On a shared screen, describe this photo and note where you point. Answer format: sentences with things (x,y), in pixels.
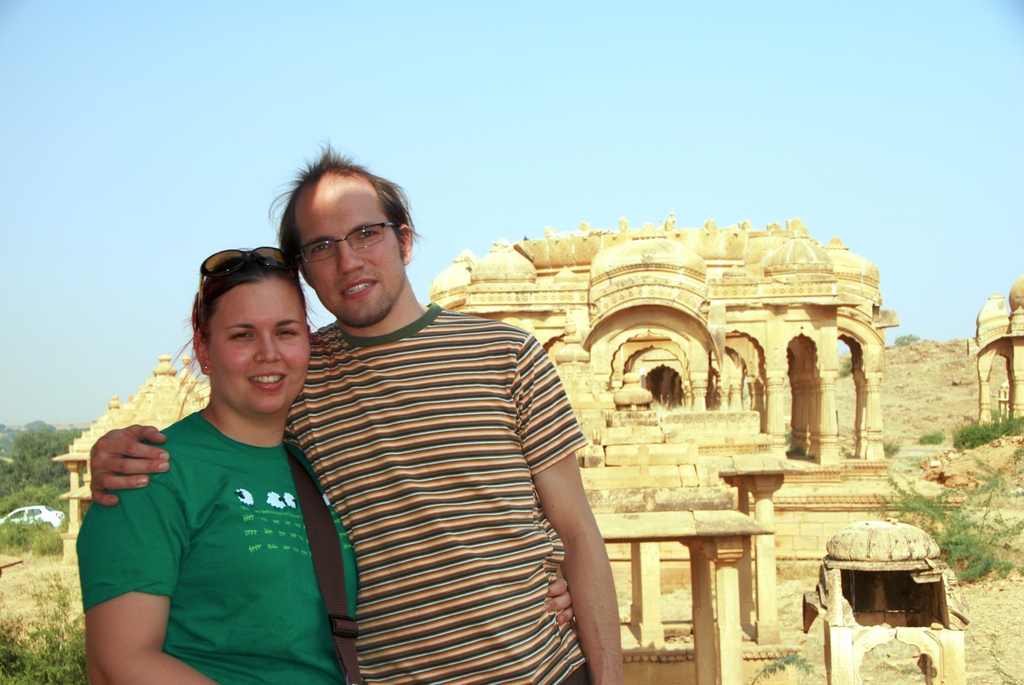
In this image I can see a woman (124,547) wearing green colored t shirt (215,574) and a man (373,461) wearing green and cream colored t shirt (432,460) are standing. In the background (663,362) I can see few old architectures (645,403) which are cream in color, few trees (5,473), a white colored car (61,515) and the sky (249,180).
